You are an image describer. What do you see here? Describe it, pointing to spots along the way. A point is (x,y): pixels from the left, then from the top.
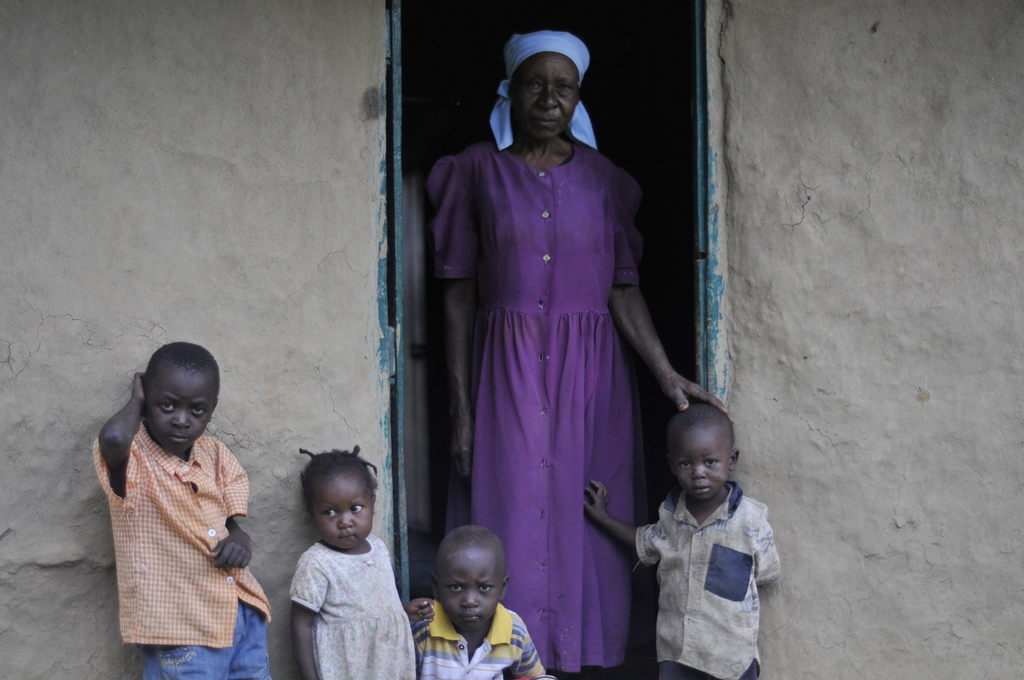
In this image in the center (540,330) there is one woman (514,375) standing, and also there are some children (661,562) and there is a house (184,133).
